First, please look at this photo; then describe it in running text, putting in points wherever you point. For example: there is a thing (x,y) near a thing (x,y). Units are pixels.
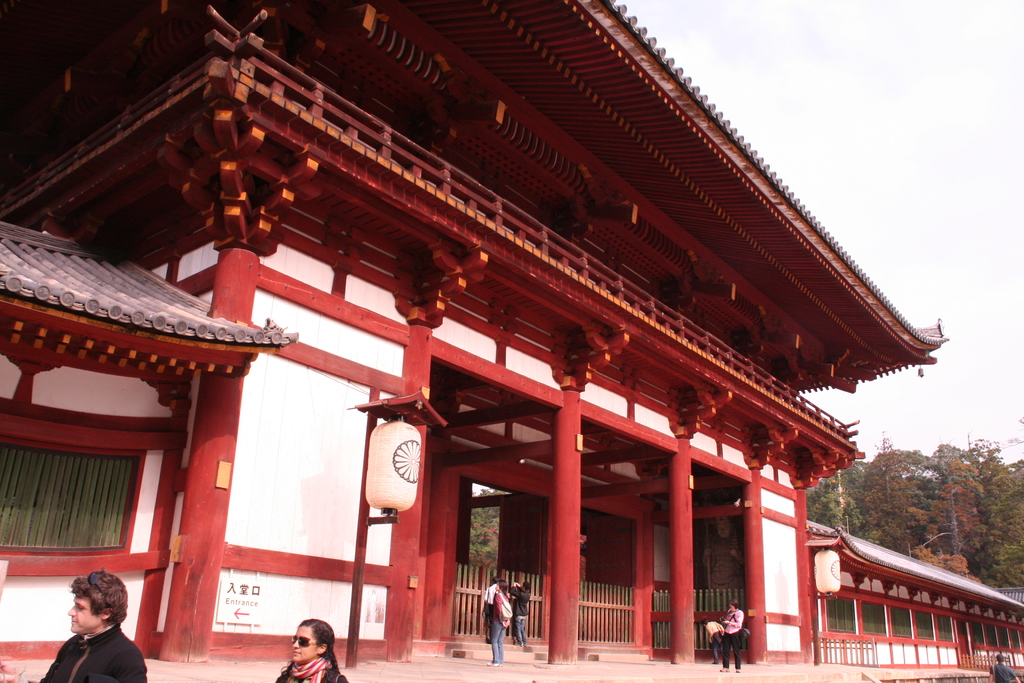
In this picture we can see a building (342,500), in front of the building (402,636) we can see few people (504,638) are walking, right side of the image (932,475) we can see some trees (917,529).
